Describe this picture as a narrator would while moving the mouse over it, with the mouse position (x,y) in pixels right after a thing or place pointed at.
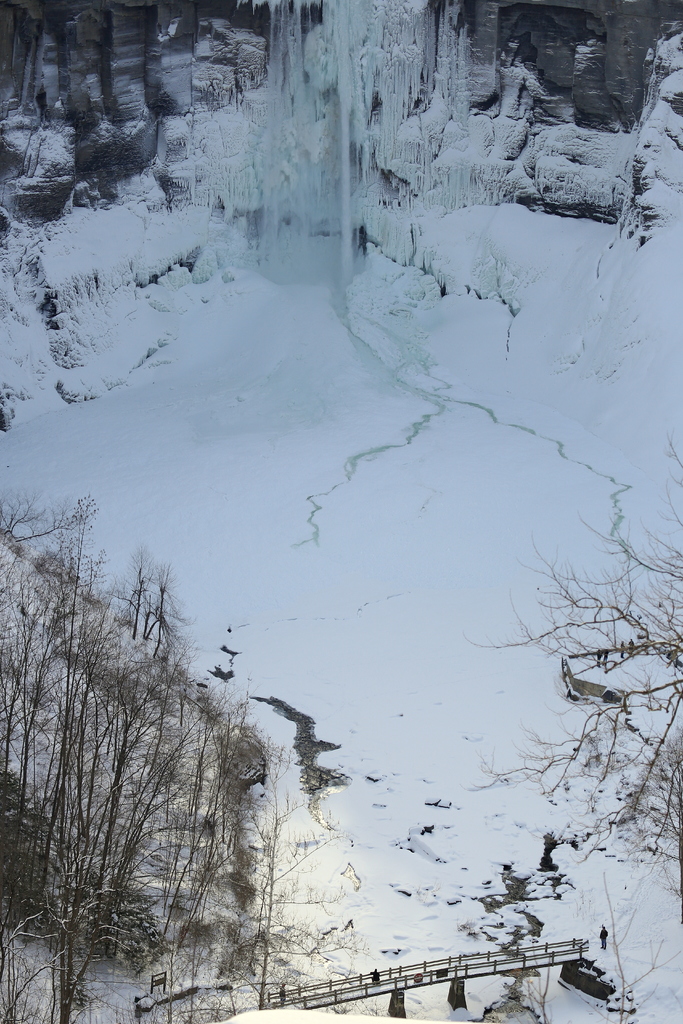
In this picture I can see trees (675,715) and I can see snow (261,291) and a bridge (305,995).
